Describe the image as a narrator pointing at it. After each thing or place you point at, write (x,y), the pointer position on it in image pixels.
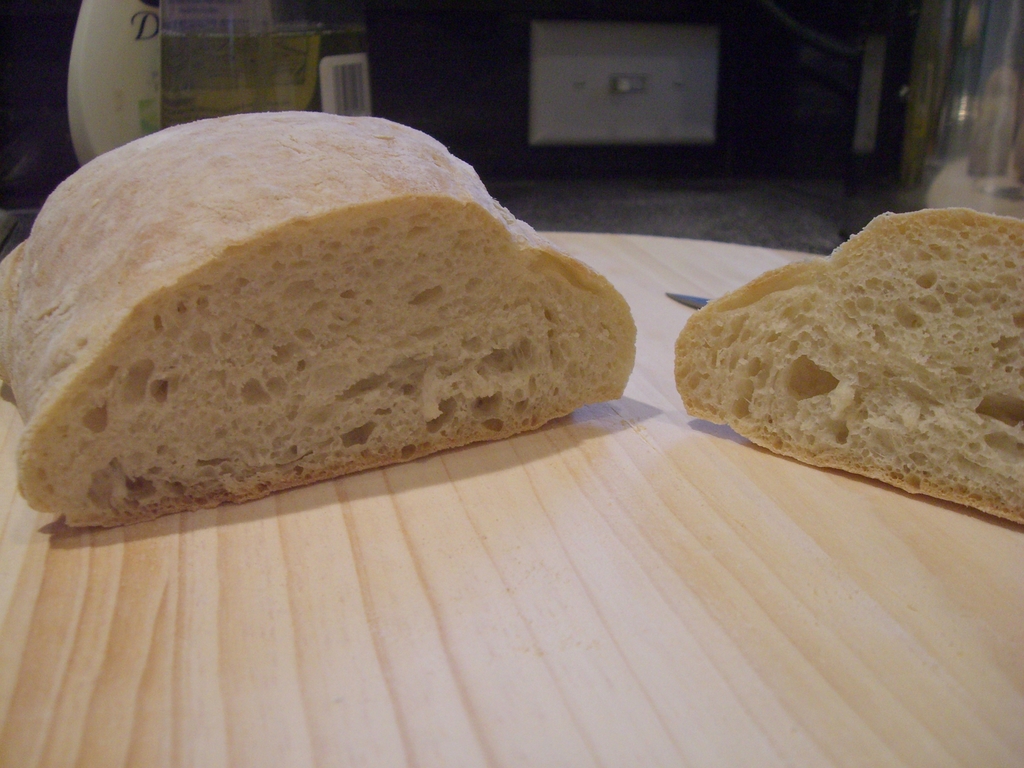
This is a zoomed in picture. In the foreground (590,616) we can see some food items (741,326) which are placed on the top of the wooden table (519,566). In the background (559,118) there are some objects (186,113).
